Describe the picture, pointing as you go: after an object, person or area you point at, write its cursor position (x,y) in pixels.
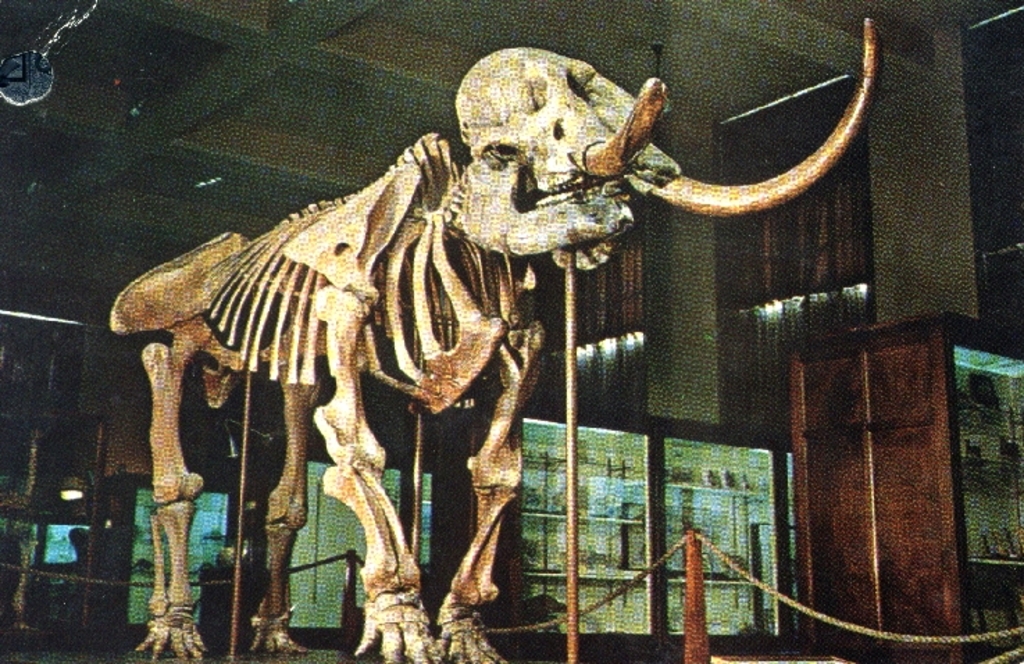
In the image in the center (356,222), we can see one elephant skeleton (397,326). In the background (456,128) there is a wall (705,132), roof (193,103), lights (737,115), pillars (962,296), racks (526,504) and a few other objects (723,482).
